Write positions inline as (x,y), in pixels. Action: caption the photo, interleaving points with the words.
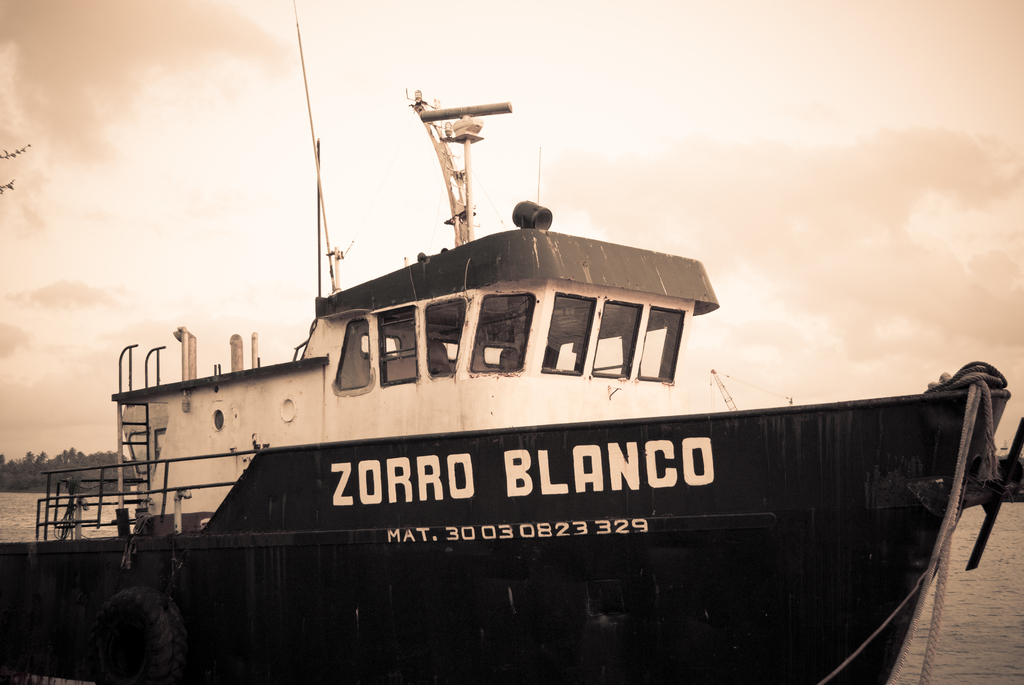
In the middle of the image (517,271) there is a ship (485,267) above the water (1005,507). Behind the ship (142,470) there are some trees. Top of the image (181,62) there are some clouds (47,168) and sky (14,446).
